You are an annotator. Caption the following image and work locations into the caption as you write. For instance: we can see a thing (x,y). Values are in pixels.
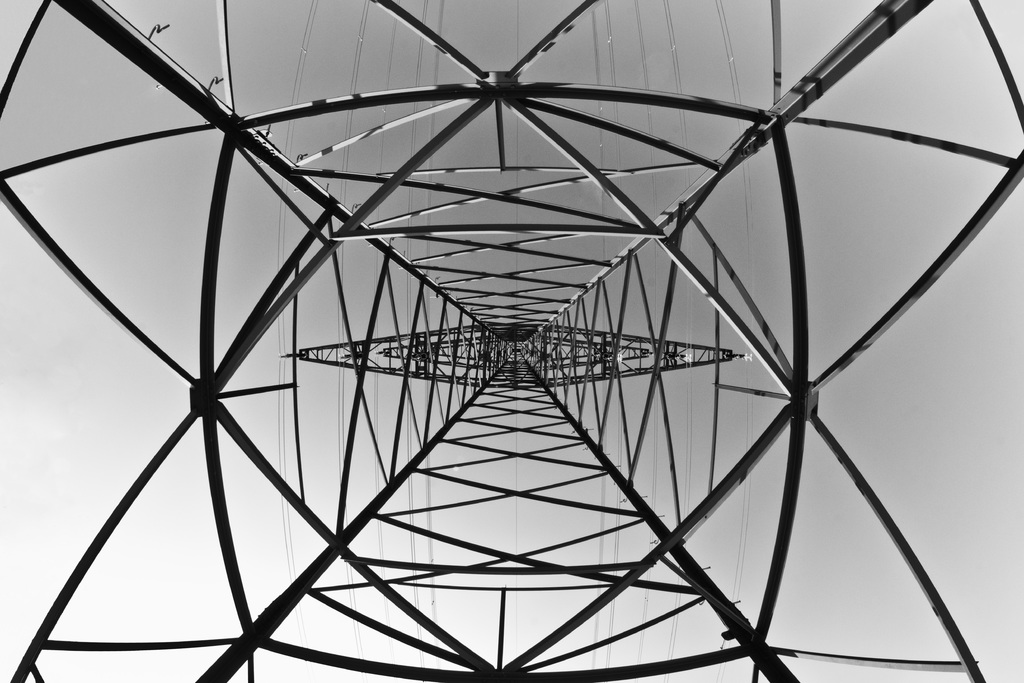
This is an inside view of the tower (659,342), in the background (403,204) there is sky (865,376).
